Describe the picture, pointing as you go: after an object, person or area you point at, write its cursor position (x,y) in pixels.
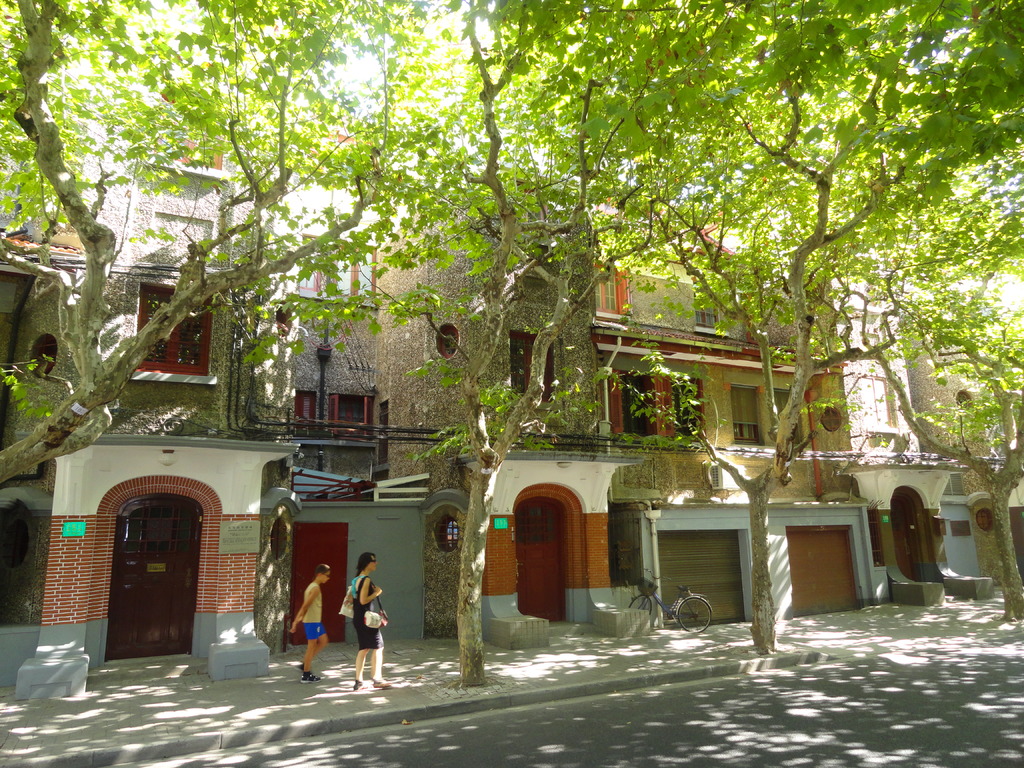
In this picture, we can see buildings (260,592) with windows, path (418,672), a few people (356,631), bicycle (696,617), we can see trees (770,613) and the road (976,676).
